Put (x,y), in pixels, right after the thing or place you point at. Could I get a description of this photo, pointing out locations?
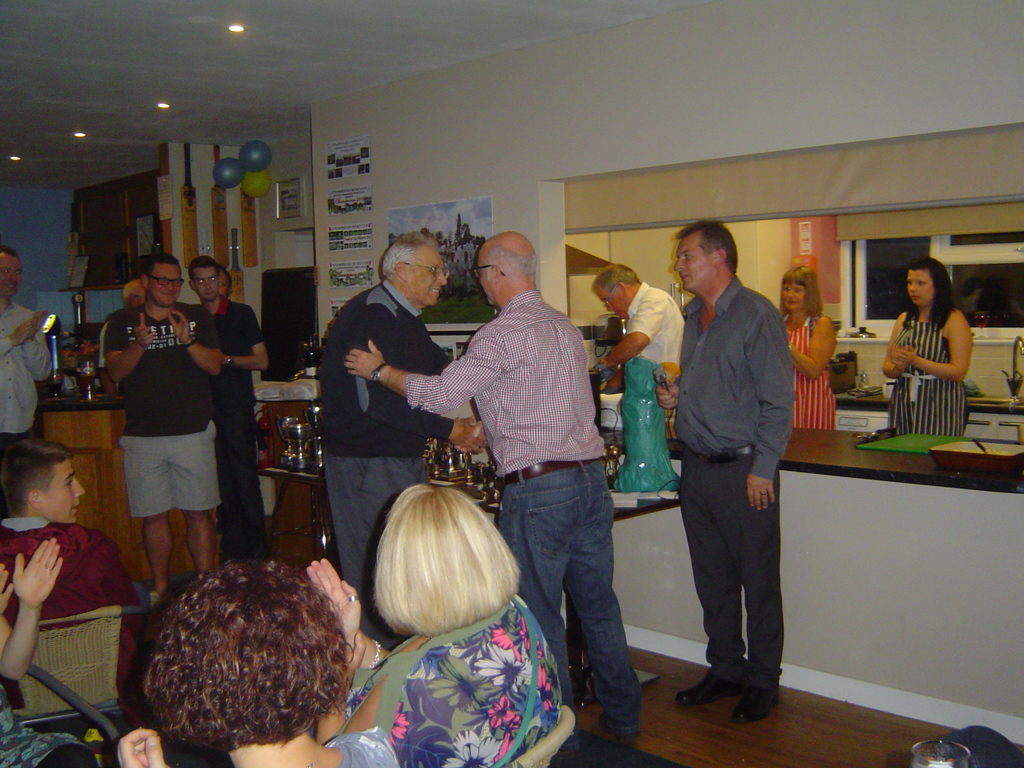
In the middle (468,397) two old men (405,402) are shaking their hands (456,436), in the right side (922,367) two women (814,280) are standing. In the left side (220,702) few people (207,706) are sitting on the chairs (556,743).
